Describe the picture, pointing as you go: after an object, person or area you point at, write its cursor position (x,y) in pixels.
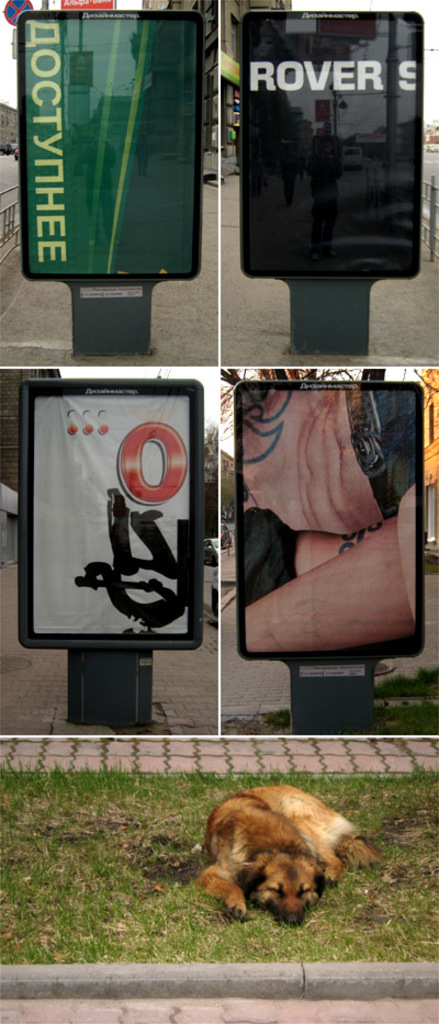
This is a collage picture and in this picture we can see boards (391,420), dog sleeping on the grass (393,825) and at the back of these boards (145,433) we can see buildings (228,39), trees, fence (429,204) and some objects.
